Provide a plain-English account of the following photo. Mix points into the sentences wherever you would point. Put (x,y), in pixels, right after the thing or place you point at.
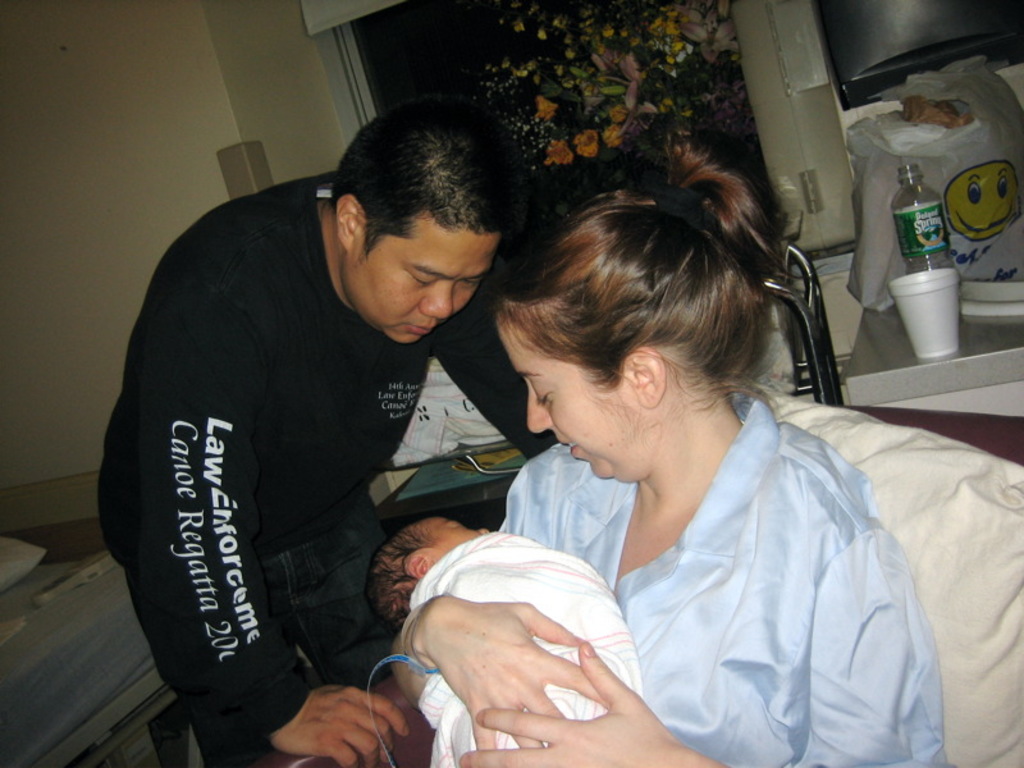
In the foreground (457,583) I can see a woman (476,610) is holding a baby (506,596) in her hand (580,747) is sitting on a sofa (416,760) and a person (260,712). In the background (553,41) I can see a table (386,486), cushion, wall (306,82), window (359,76), some objects (892,257) on the table (881,319) and a houseplant (534,103). This image is taken may be in a hospital room (446,501).
